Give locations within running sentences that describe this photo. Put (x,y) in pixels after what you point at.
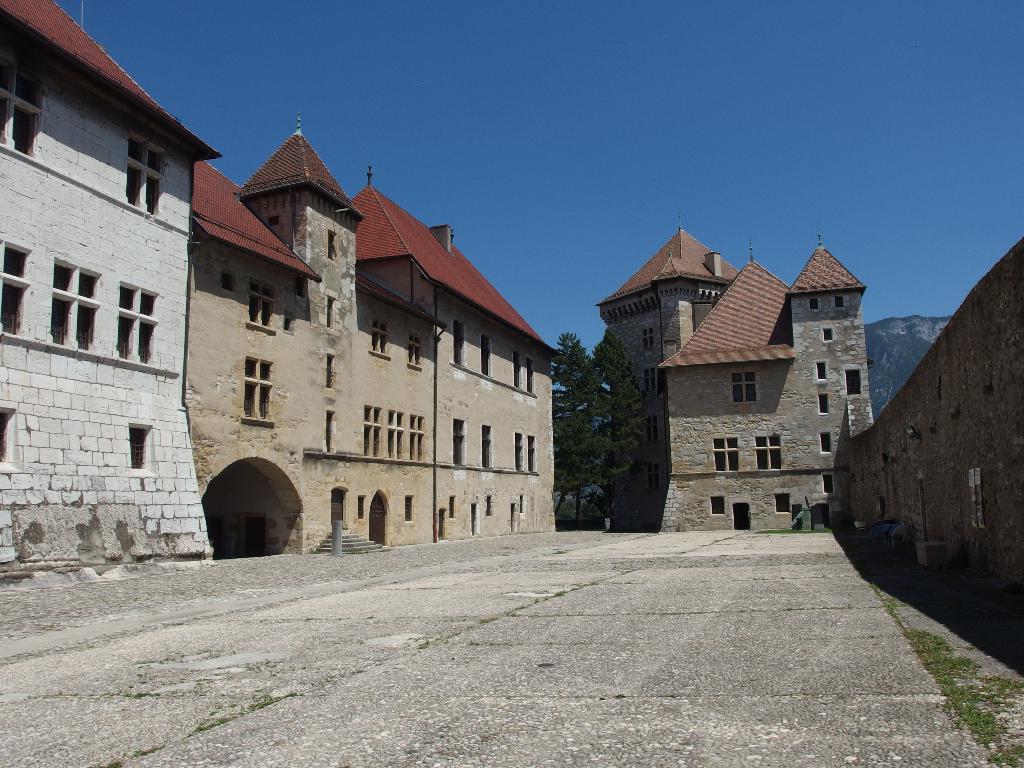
At the bottom of this image (466,641) I can see the road (525,616). In the background (41,398) there are some buildings (137,440) and trees (589,411). On the top of the image (728,176) I can see the sky (728,176).
